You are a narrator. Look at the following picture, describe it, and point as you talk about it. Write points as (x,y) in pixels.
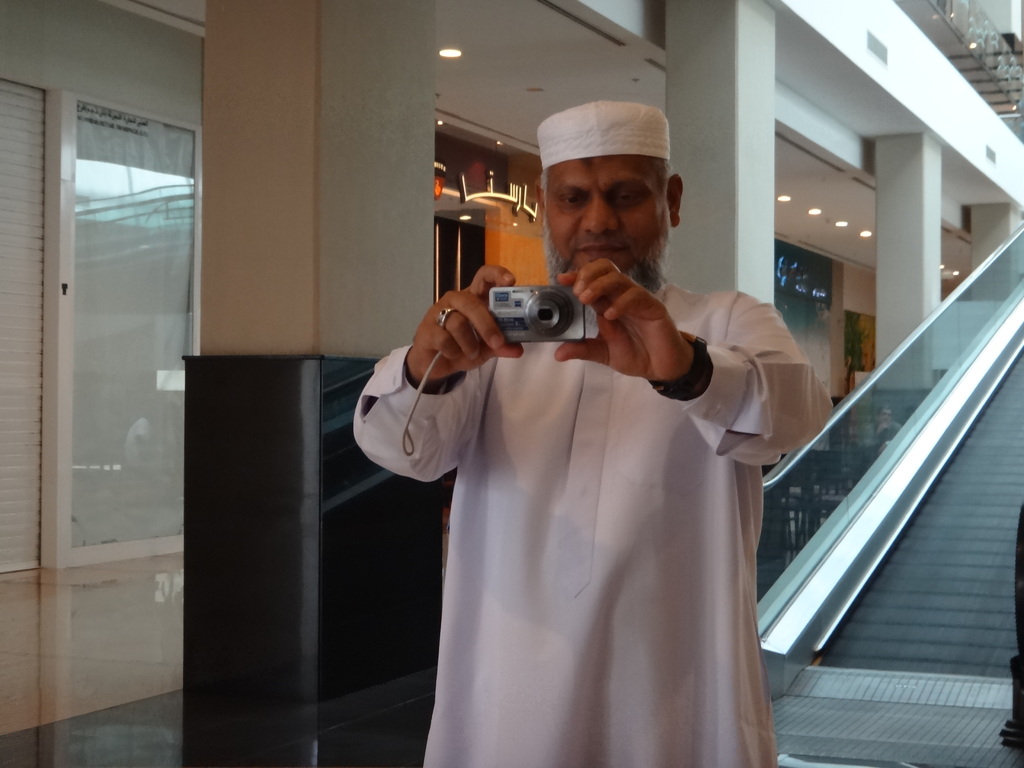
There is a man (517,635) standing inside the building (332,163). He is wearing a white shirt (513,487). He is holding a camera (534,311). He is wearing a cap (579,124). There is a escalator (968,501). There are pillar (774,87) in the building (941,200). There are lights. This is the glass window (134,375). He is wearing a ring (441,317). He is looking at the camera (546,309). He is having beard (656,263). There are some chairs (823,483) we can see through the glasses (828,482). The person (684,369) is wearing watch (697,342).
